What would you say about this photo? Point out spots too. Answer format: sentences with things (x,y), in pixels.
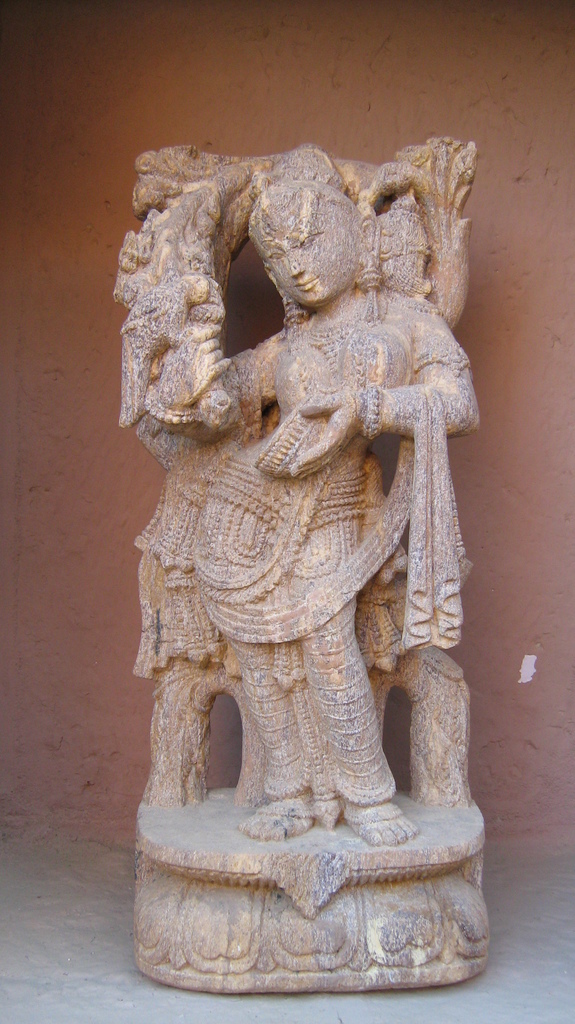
In the center of the image (331,489), we can see a statue (318,507) on the floor (84,881) and in the background (205,79), there is a wall (354,114).
